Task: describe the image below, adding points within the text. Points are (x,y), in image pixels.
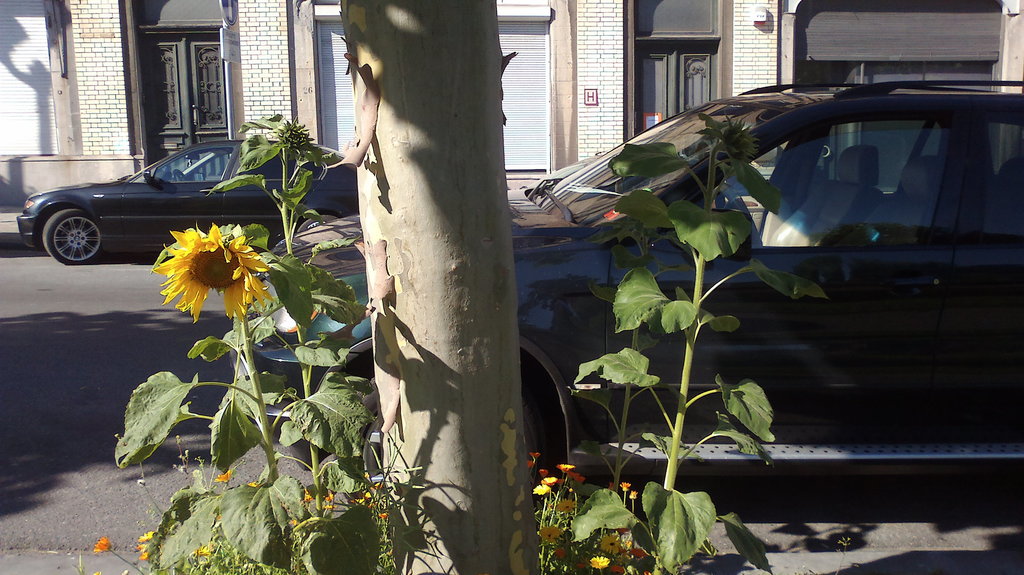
In this picture we can see two cars (274,208) here, there is a tree (467,329) here, we can see a flower (203,271) here, in the background (536,143) there is a building (588,50), we can see a door (660,93) here, on the left side (24,103) there is a shutter (39,72).
